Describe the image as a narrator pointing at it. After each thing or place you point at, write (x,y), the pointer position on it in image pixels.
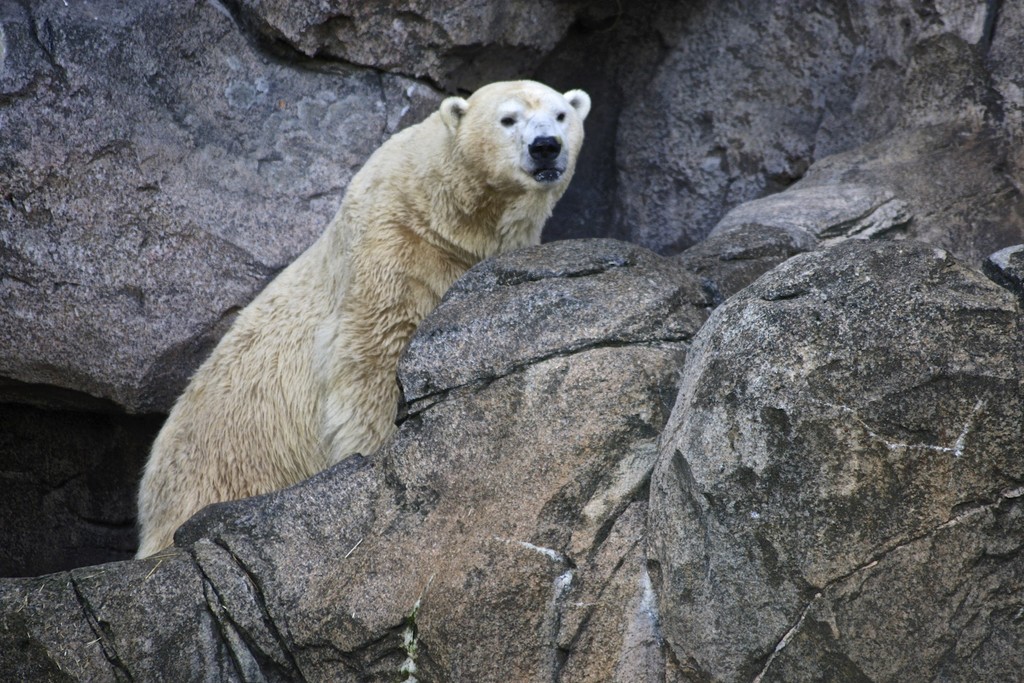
In the picture there is a white polar bear (372,238) hiding behind rock (450,400).
